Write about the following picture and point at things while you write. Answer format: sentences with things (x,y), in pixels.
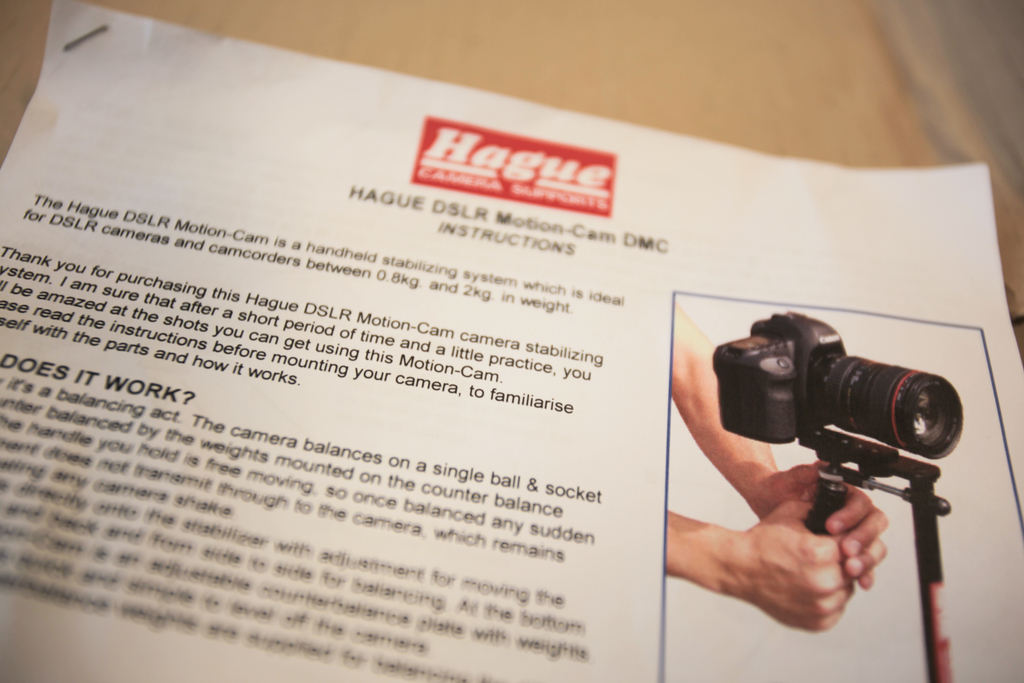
It is a paper (534,243), on the right side (821,343) there is an image (841,501), human (814,543) is adjusting the camera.
